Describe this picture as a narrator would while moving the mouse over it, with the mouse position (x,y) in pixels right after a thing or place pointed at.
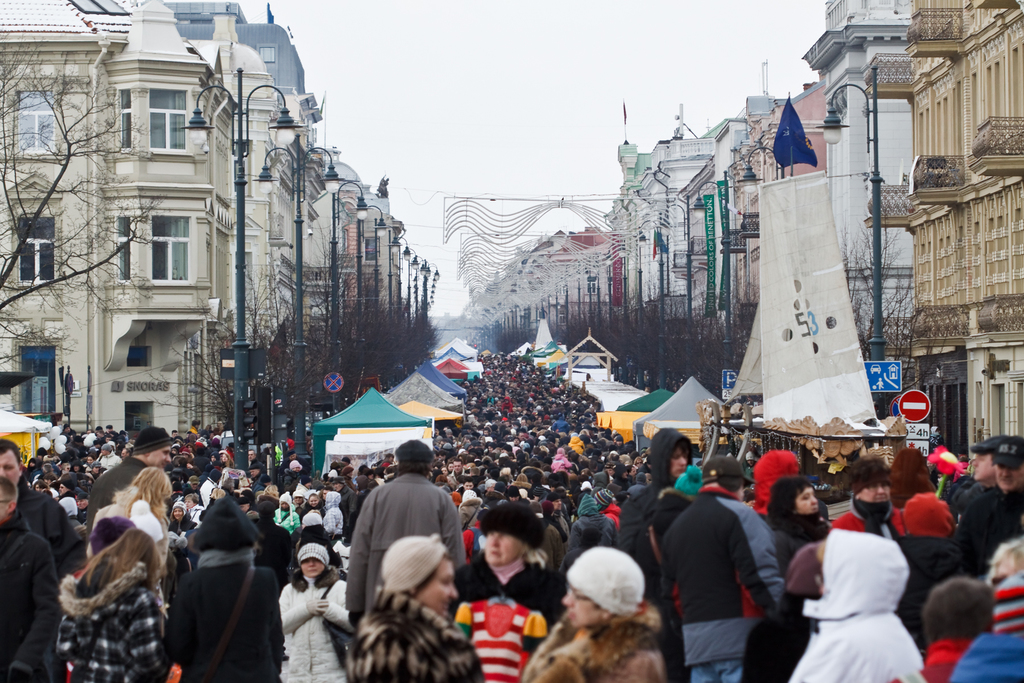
In this image at the bottom (651,654), there is a woman (601,643), she wears a dress (545,641), in front of her there is a woman (436,637). In the middle (392,436) there are many people (426,445), street lights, tents (472,369), posters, signboards (913,407), trees (303,320), buildings (367,273), windows (156,267), flags (776,155). At the top (504,117) there is the sky (518,105).
